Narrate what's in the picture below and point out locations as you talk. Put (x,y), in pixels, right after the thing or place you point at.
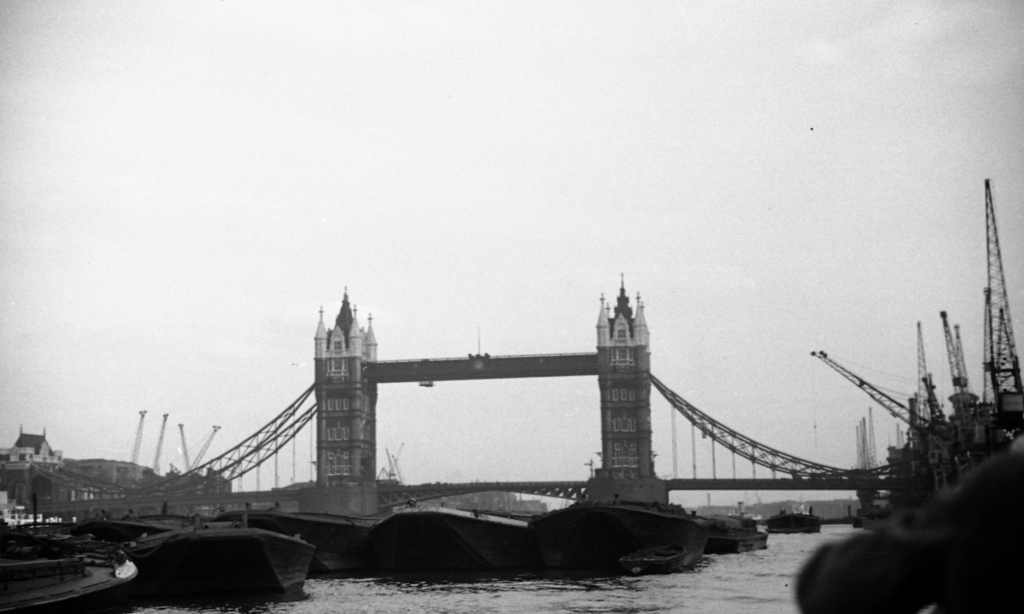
In this picture we can observe a bridge (346,488) over the river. There is a fleet (363,519) on the water (453,591). On the right side (867,391) we can observe some mobile cranes (987,337). In the background (964,295) there is a sky (386,195).
